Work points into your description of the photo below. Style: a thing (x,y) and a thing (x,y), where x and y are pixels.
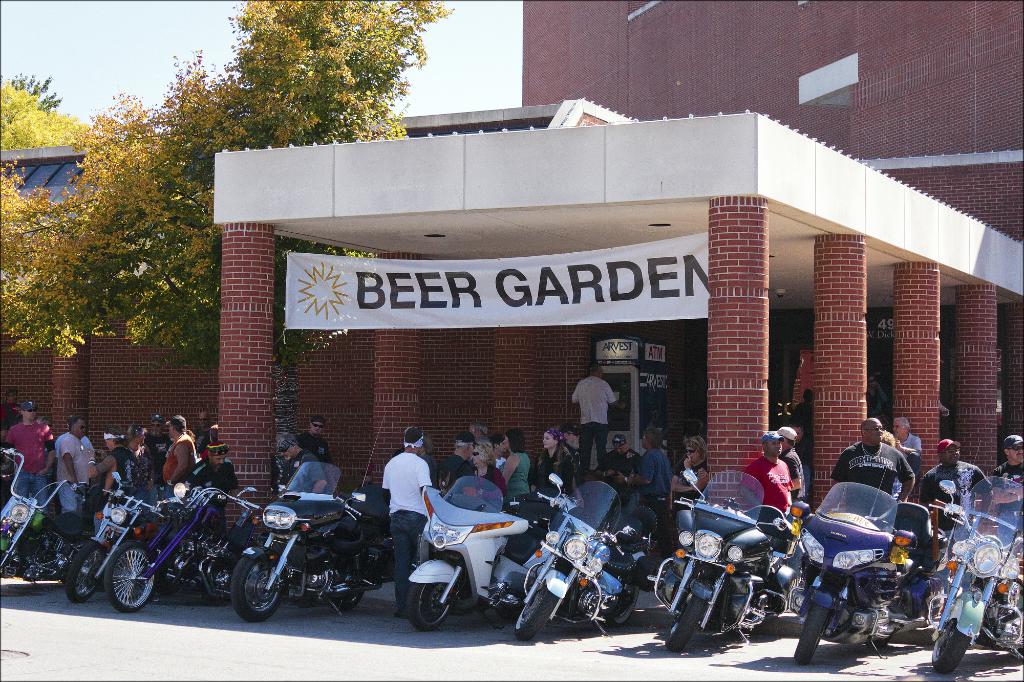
In this image we can see the building (555,166). And we can see the pillars (865,255). And we can see some people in front of the building (885,224). And we can see the vehicles (142,539). And we can see the trees (202,120). And we can see the sky (116,10).
